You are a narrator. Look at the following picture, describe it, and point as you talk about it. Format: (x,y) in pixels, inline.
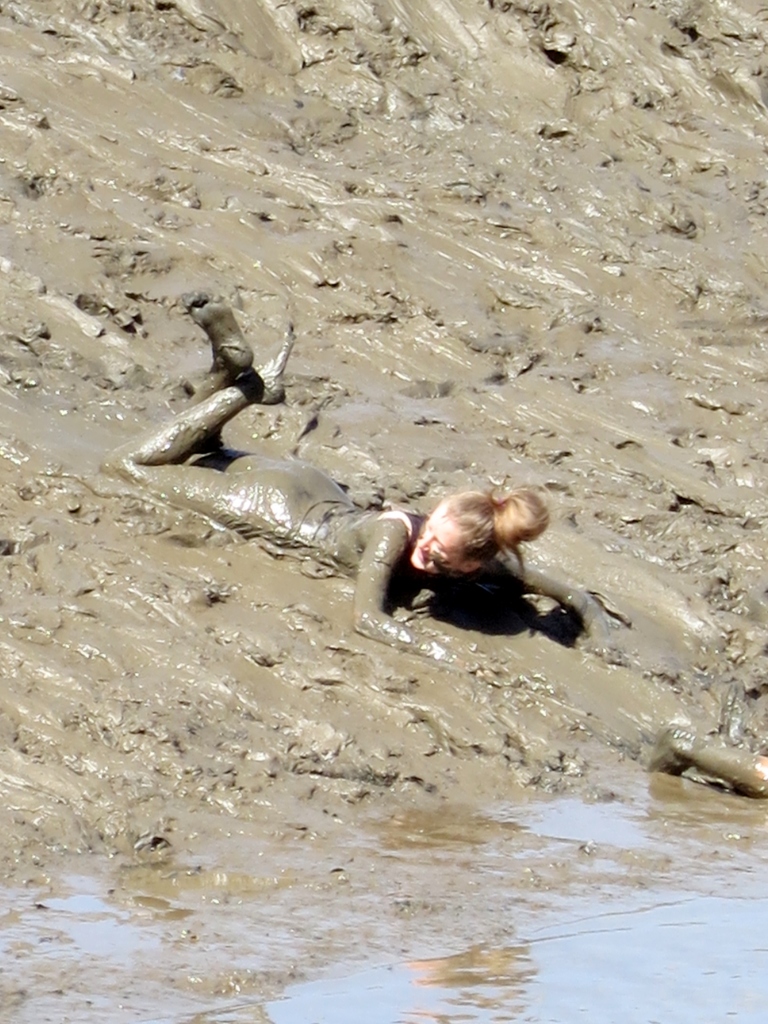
In this image I can see a person (168,480) visible on mud (176,682).
